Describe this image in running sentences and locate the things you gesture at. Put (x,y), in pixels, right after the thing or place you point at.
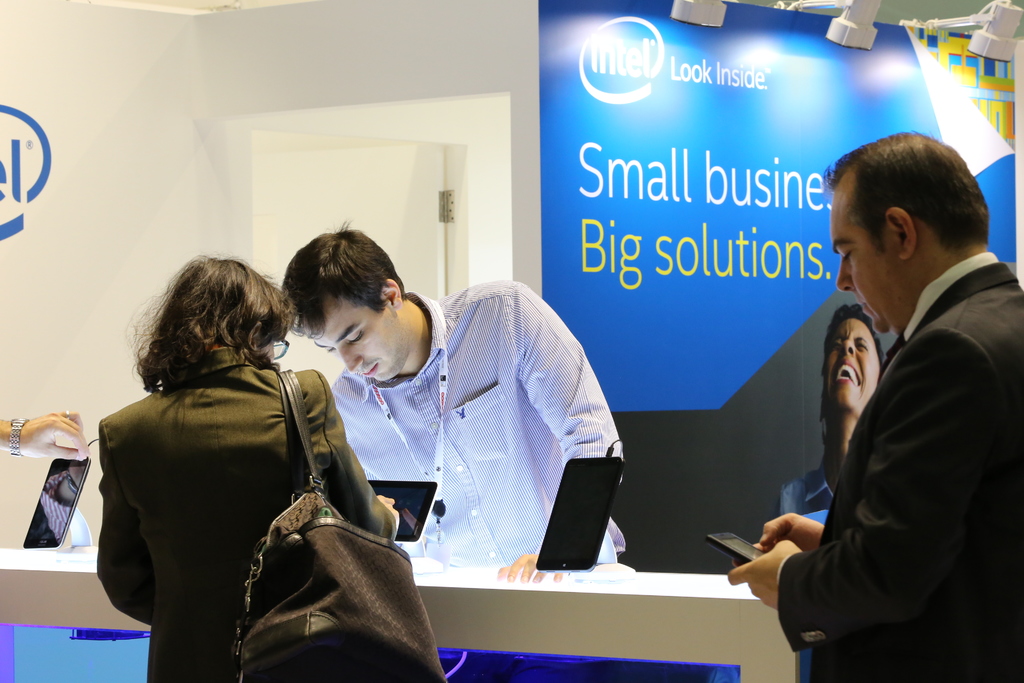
In this picture we can see a woman (154,578) wearing bag (322,574). There are two people (67,454) holding phone (56,490) in their hands (56,430) on the left (66,510) and right side (962,544). A man (562,354) is standing. There are few lights (990,52) and a poster (852,140) in the background (608,208). A door (431,208) is visible on the left side (277,199).
